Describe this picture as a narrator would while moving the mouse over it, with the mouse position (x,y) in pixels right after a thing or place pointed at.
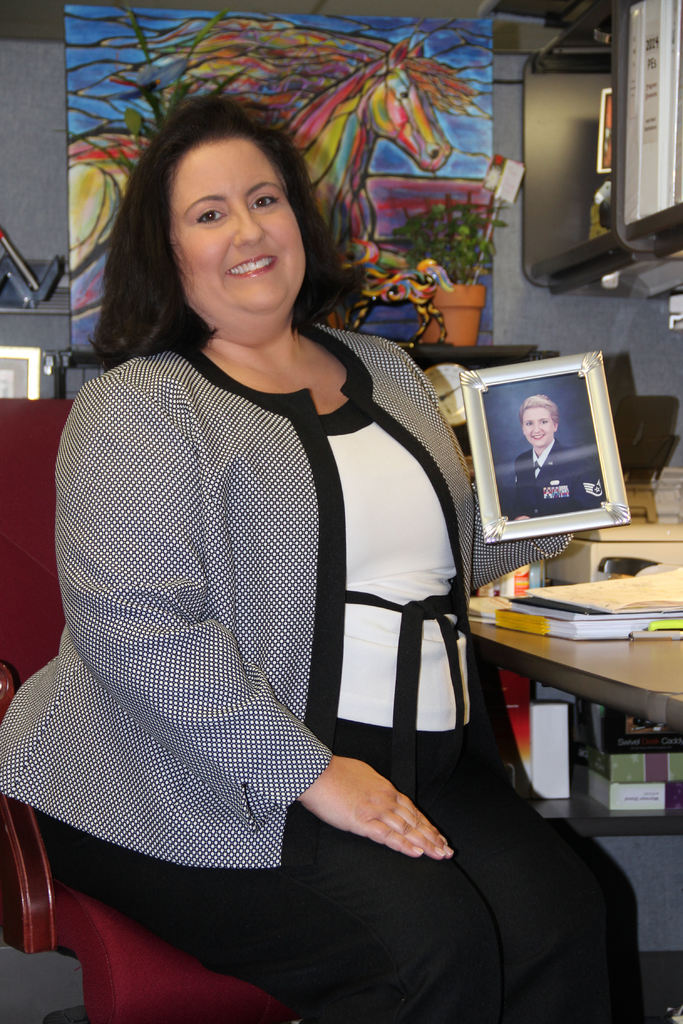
There is a woman (231,505) sitting on a chair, she is holding a photo frame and she is smiling. There is table (516,646) beside her, there are books (675,610) on the table (546,655). At the back (262,84) there is painting (400,76) of a horse (378,65) and there is a houseplant (437,334), at the right (624,207) there is a cupboard (638,245).
